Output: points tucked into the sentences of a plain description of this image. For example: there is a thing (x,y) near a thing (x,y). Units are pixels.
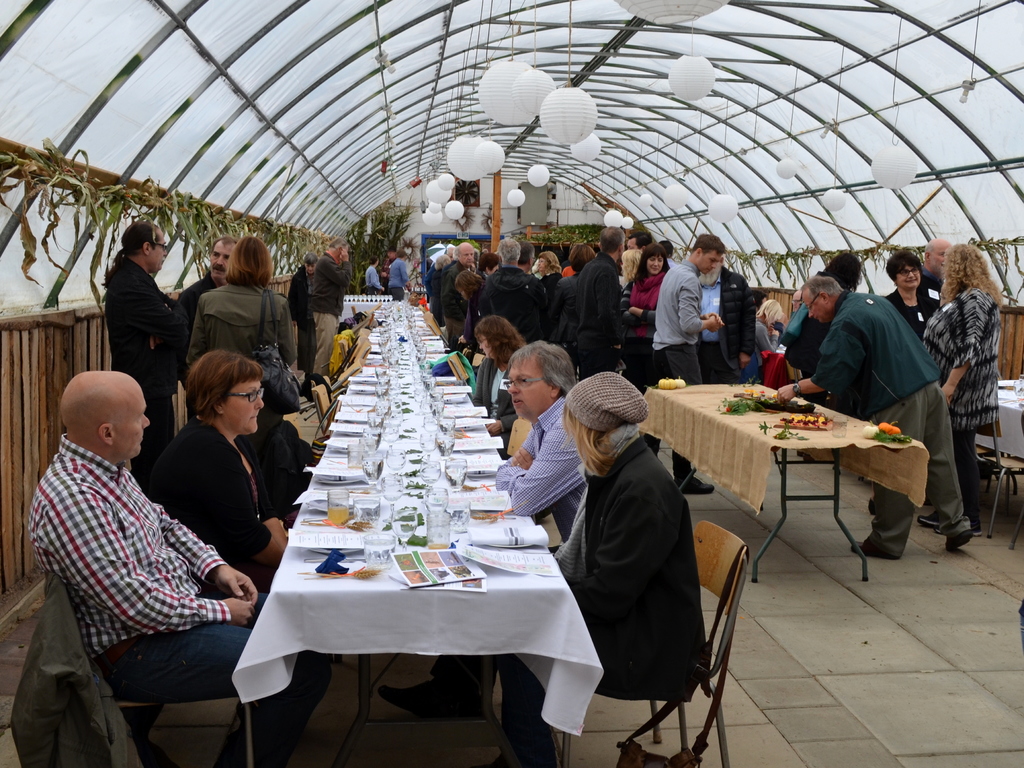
In this image i can see a group of people (303,339) among them few are sitting on a chair (707,590) in front of a table (409,506) and few are standing on the floor (819,667). On the table (394,590) we have some objects (395,497) on it.
